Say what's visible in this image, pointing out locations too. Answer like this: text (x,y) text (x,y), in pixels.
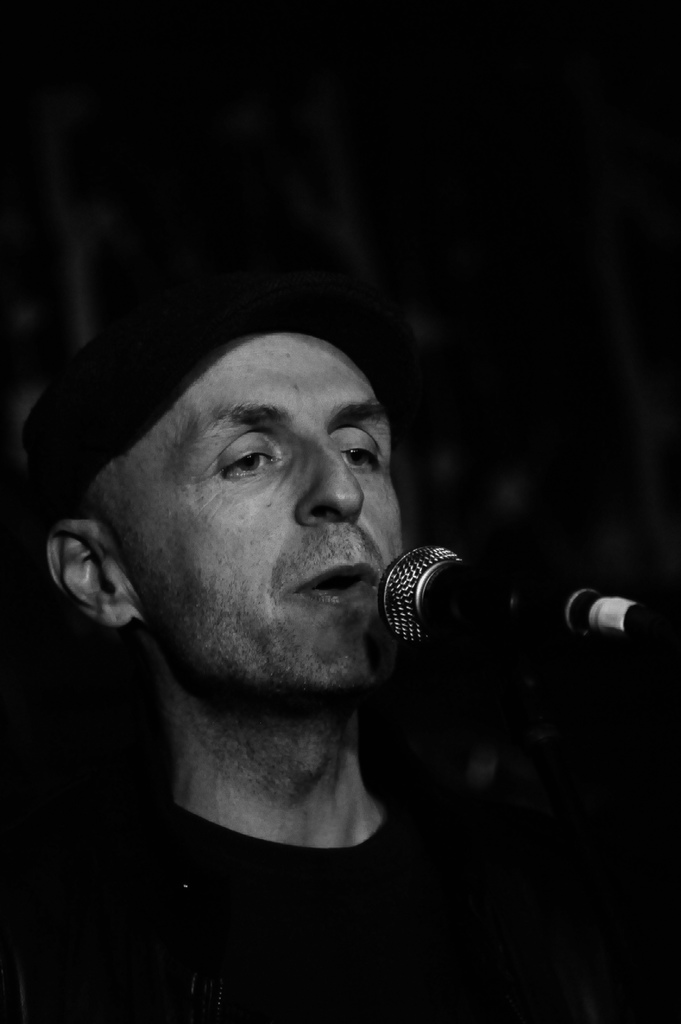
In this image I can see the person (555,826) singing in front of the microphone (398,612) and the image is in black and white.
